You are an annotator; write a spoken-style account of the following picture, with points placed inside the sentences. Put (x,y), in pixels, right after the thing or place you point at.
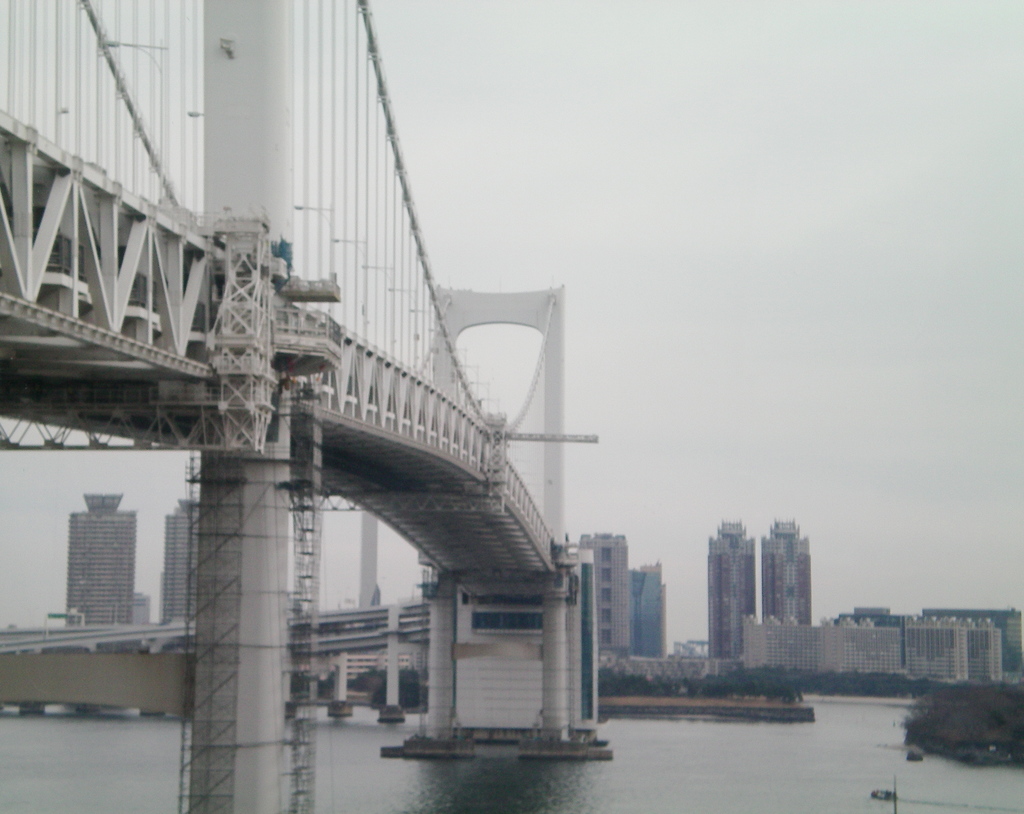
In this image I can see on the left side (243,523) there is the bridge (239,500). At the bottom (740,734) there is the river (724,752), on the right side (794,601) there are buildings (789,544). At the top (721,158) it is the cloudy sky (702,124).
